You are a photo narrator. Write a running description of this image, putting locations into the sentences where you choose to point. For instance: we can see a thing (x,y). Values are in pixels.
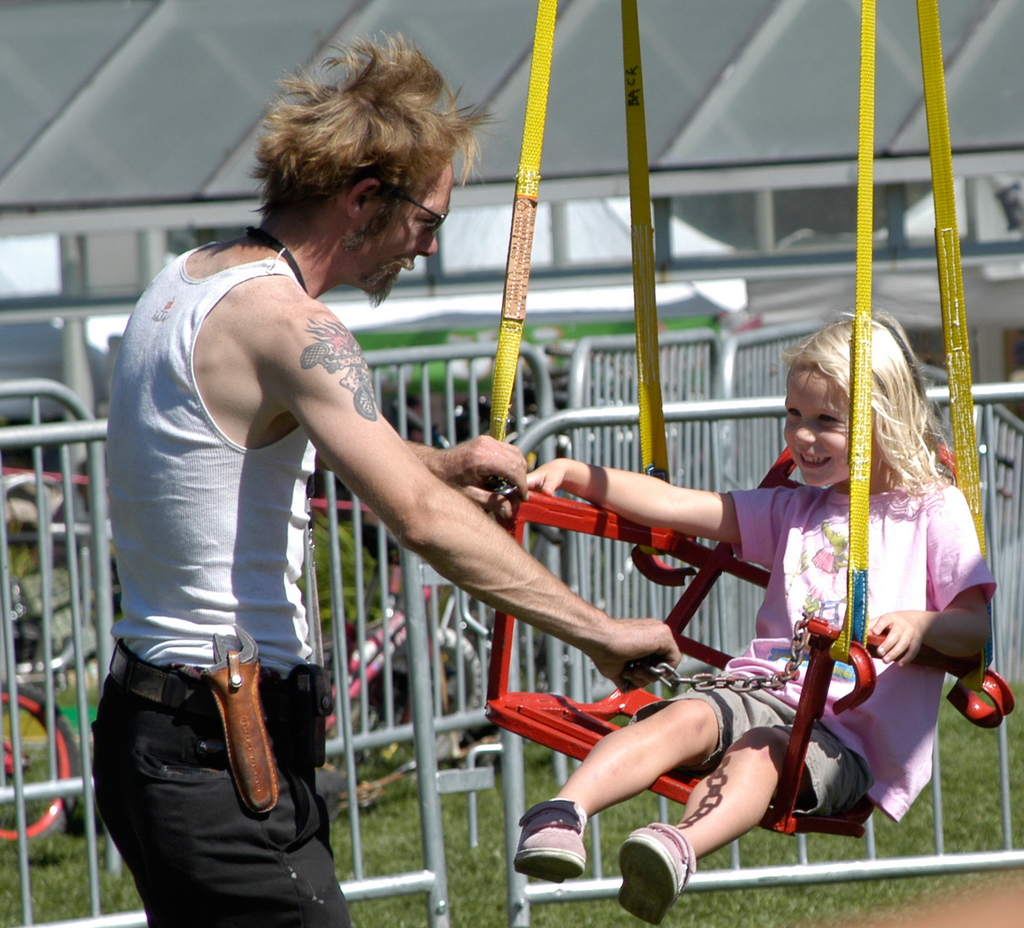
On the left side of the image (271,823) there is a person (279,828) standing at the swing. On the right side of the image (898,513) there is a girl (893,537) sitting on the swing (683,783). In the background (675,394) there is iron fencing (724,460), building (597,275), cycle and grass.
